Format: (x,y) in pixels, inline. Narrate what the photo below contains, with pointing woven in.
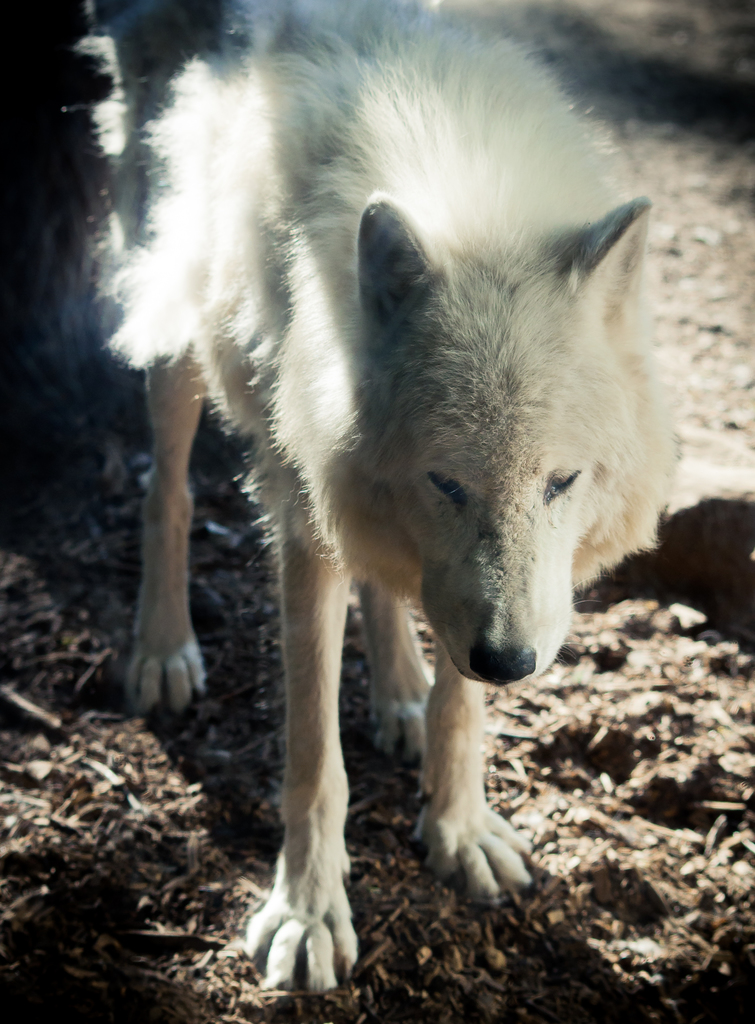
In this picture there is a wolf dog (319,668). At the bottom (196,860) it is soil (123,881).
